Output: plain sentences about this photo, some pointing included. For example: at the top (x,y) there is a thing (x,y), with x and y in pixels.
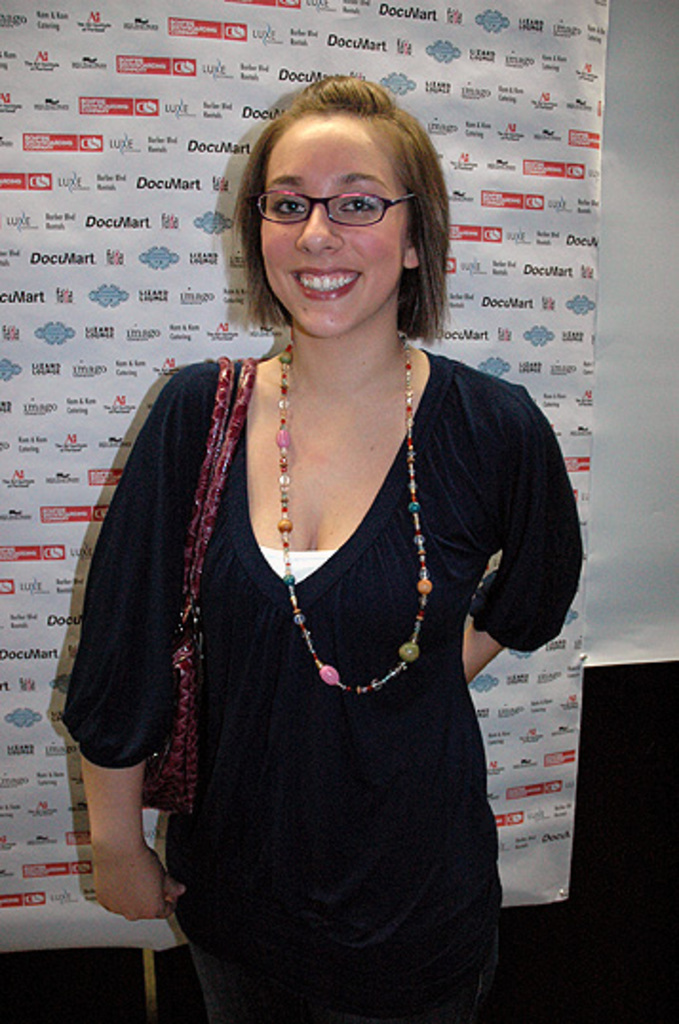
In this picture we can observe a woman (299,696) wearing black color dress (265,583) and spectacles (332,216). She is smiling. Behind her there is a poster (144,276). In the background (645,393) we can observe a wall (617,253).
